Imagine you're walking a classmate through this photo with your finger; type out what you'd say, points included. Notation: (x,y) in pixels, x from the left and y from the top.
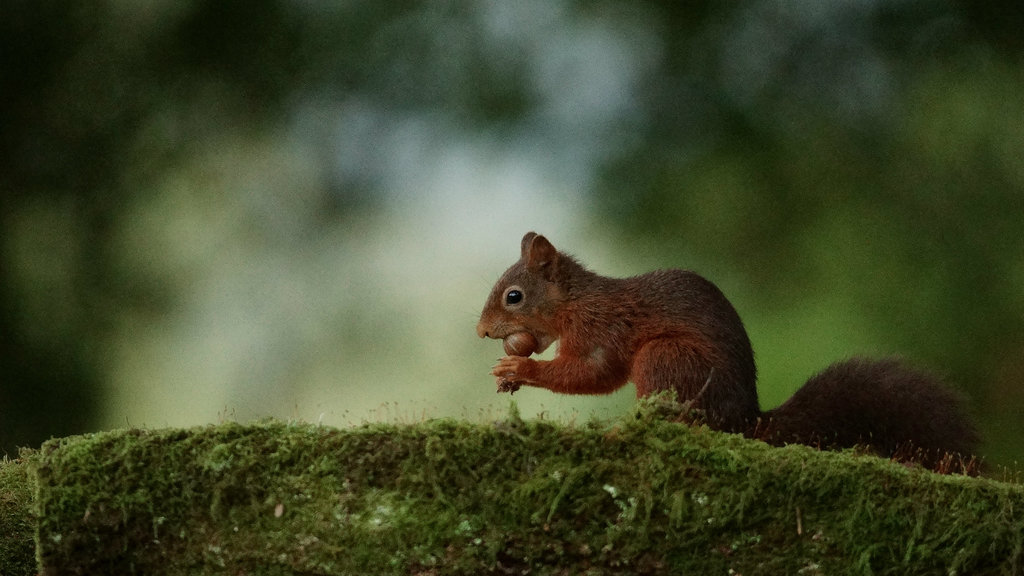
This is squirrel (643,356) in the grass (621,508).
